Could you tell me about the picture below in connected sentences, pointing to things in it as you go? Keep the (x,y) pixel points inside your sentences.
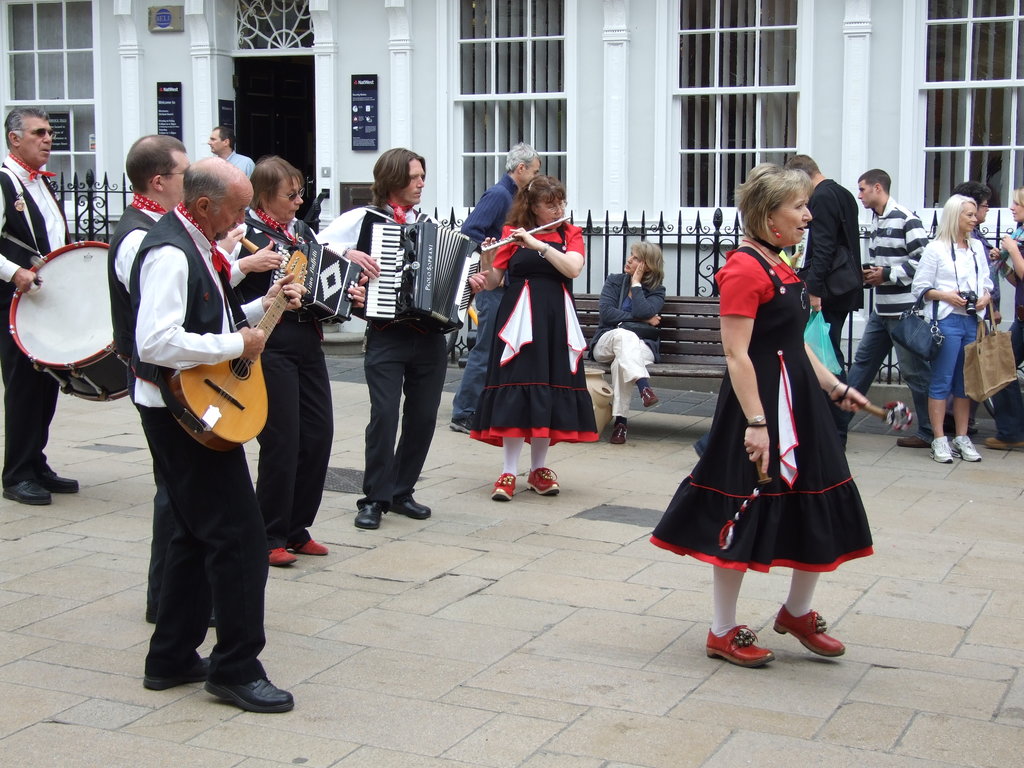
This image is clicked outside. This may be in a musical concert. All the people (551,195) are holding some musical instruments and they are playing them. There is building (562,62) on the top (864,98) which is in white colour, there are Windows (536,72) to that building (903,98) and there are some people (867,357) on the right side (1000,303) who are standing there. One of them is holding bag (925,336) and cover (982,374) and she also has camera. The one who is on the left side (32,401) is playing drums (40,338) and the one who is in the middle (487,415) is playing flute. Behind her there is a bench (677,356) on that a woman (619,348) is sitting.
